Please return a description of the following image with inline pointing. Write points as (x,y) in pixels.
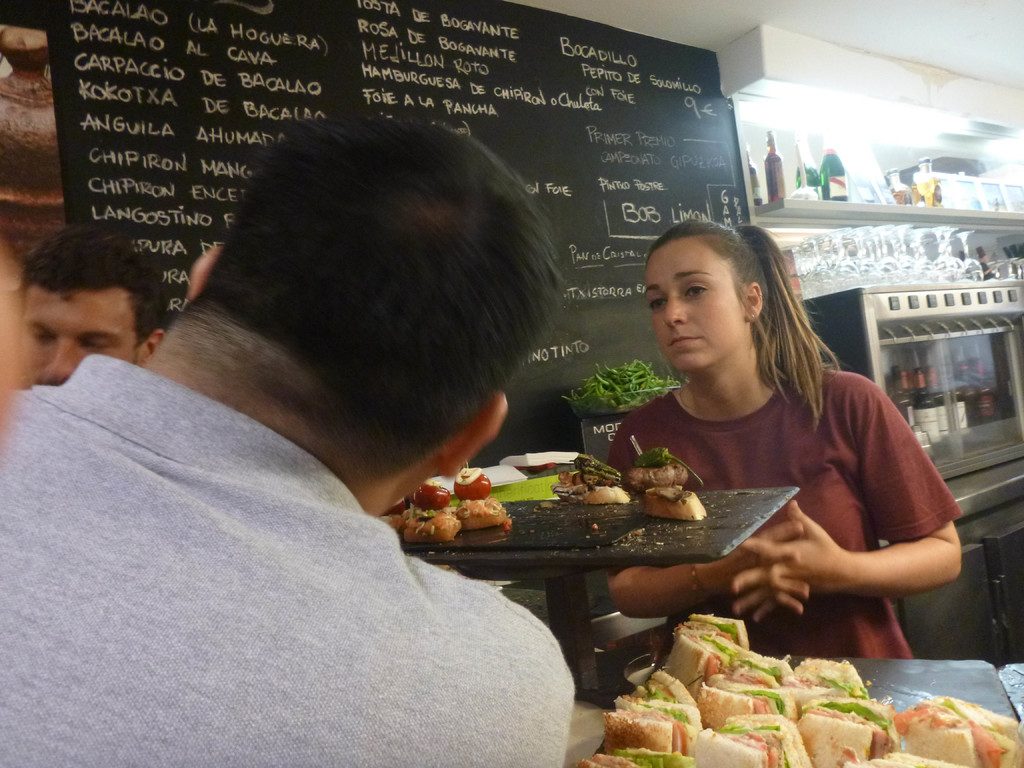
In the image we can see there are people (7,533) standing and there are food items (827,676) kept on the table (732,496). There is a black board (594,164) kept on the wall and the matter (127,106) on it is written with white colour chalk (233,202). There are wine glasses (918,237) kept on the rack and there are wine bottles (919,410) kept in the box (948,379).
